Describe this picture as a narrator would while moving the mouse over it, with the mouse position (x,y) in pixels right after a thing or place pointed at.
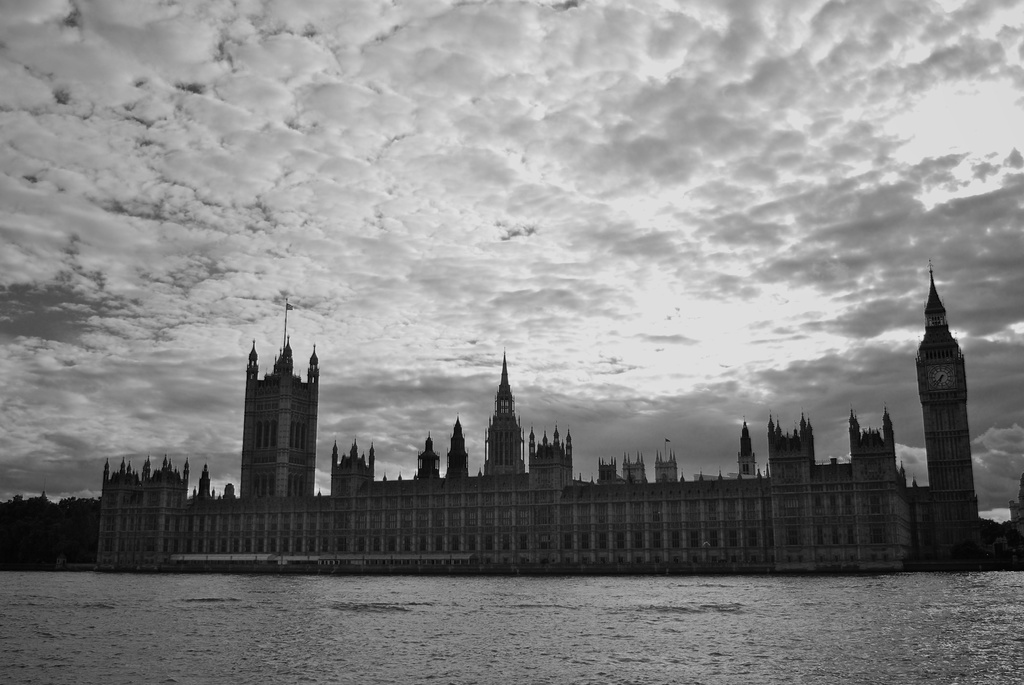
This is a black and white picture. I can see water (531,581). There are buildings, trees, clock tower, and in the background (647,94) there is the sky (656,124).
